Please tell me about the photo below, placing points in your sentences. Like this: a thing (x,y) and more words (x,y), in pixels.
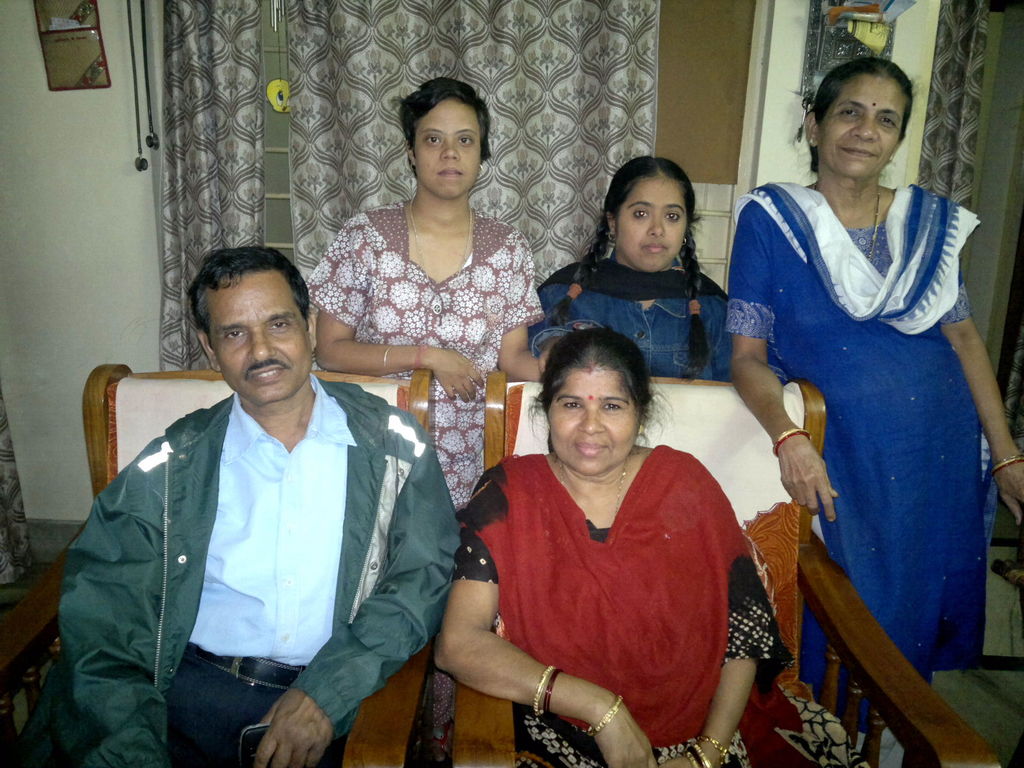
In this image we can see some people (477,526) in a room (702,261) two of them are sitting and rest of them are standing, a man (271,737) is holding an object (254,735) and in the background (425,51) there is a curtain (515,51) and some objects (93,32) attached to the wall (108,154).
